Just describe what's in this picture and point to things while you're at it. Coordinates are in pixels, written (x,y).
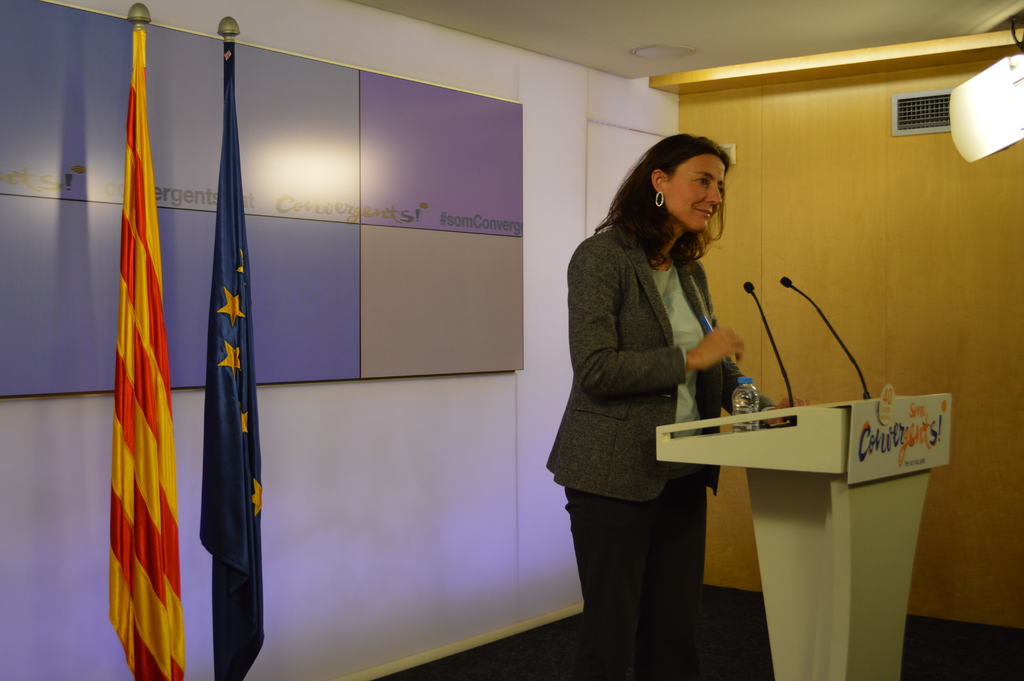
In this image we can see a lady (620,409) is standing, in front of her there is a podium (725,449), on that there are two mics (783,371), and a bottle (745,407), behind her there is a board (298,272) with text (318,210) on it, there are flags (243,403), a light (991,81), there is a grille (929,99) on the wall (912,174).
